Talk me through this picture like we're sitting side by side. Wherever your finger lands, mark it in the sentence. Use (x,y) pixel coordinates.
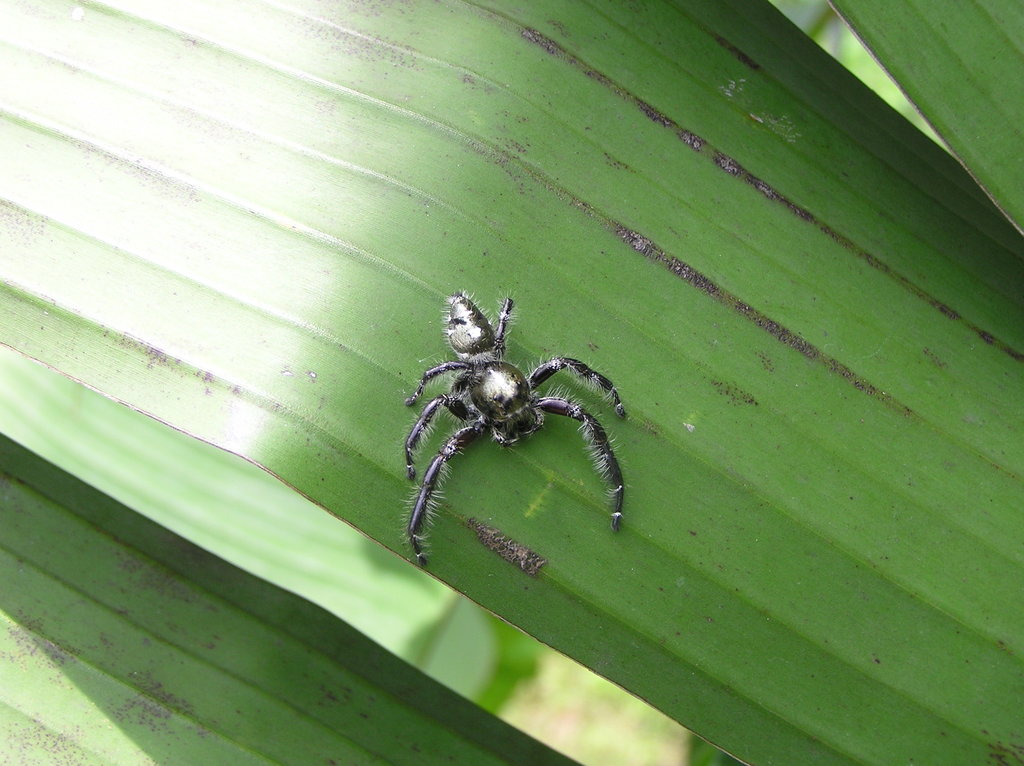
In the image there is a spider (471,330) on a leaf (787,145).
